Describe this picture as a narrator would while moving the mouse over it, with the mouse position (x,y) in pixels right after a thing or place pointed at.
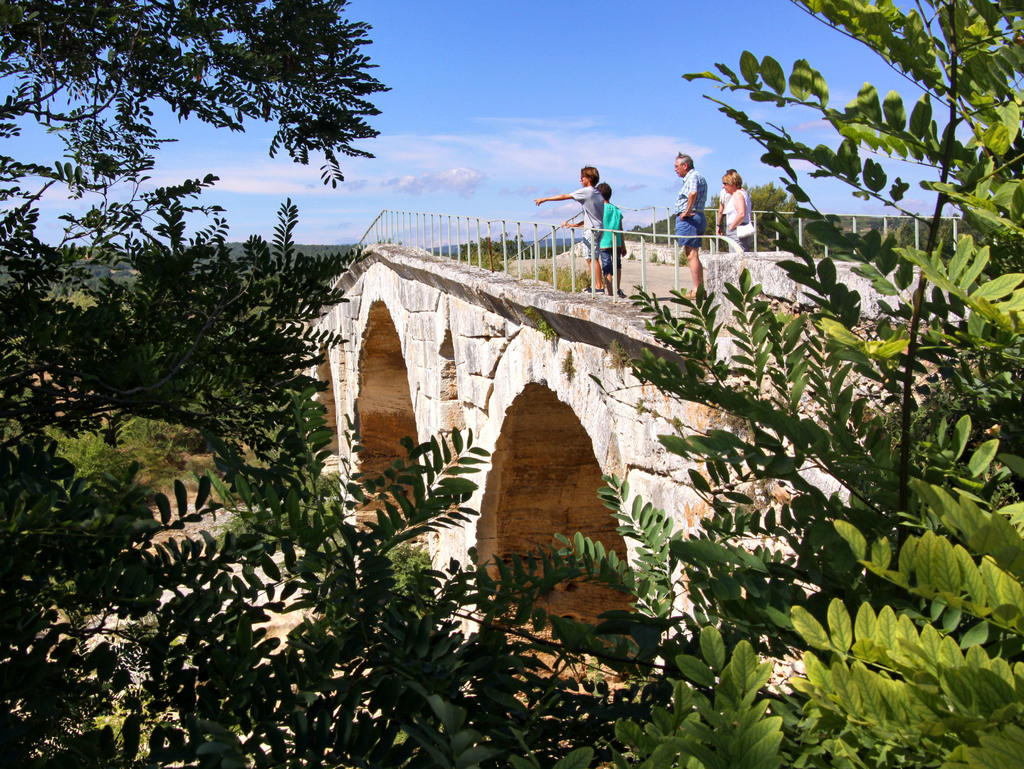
In this picture we can see there are four persons (584,200) standing on the bridge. On the left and right side of the persons (597,201) there are railings (554,237). Behind the people (609,209) there are trees (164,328) and the sky (550,183).
